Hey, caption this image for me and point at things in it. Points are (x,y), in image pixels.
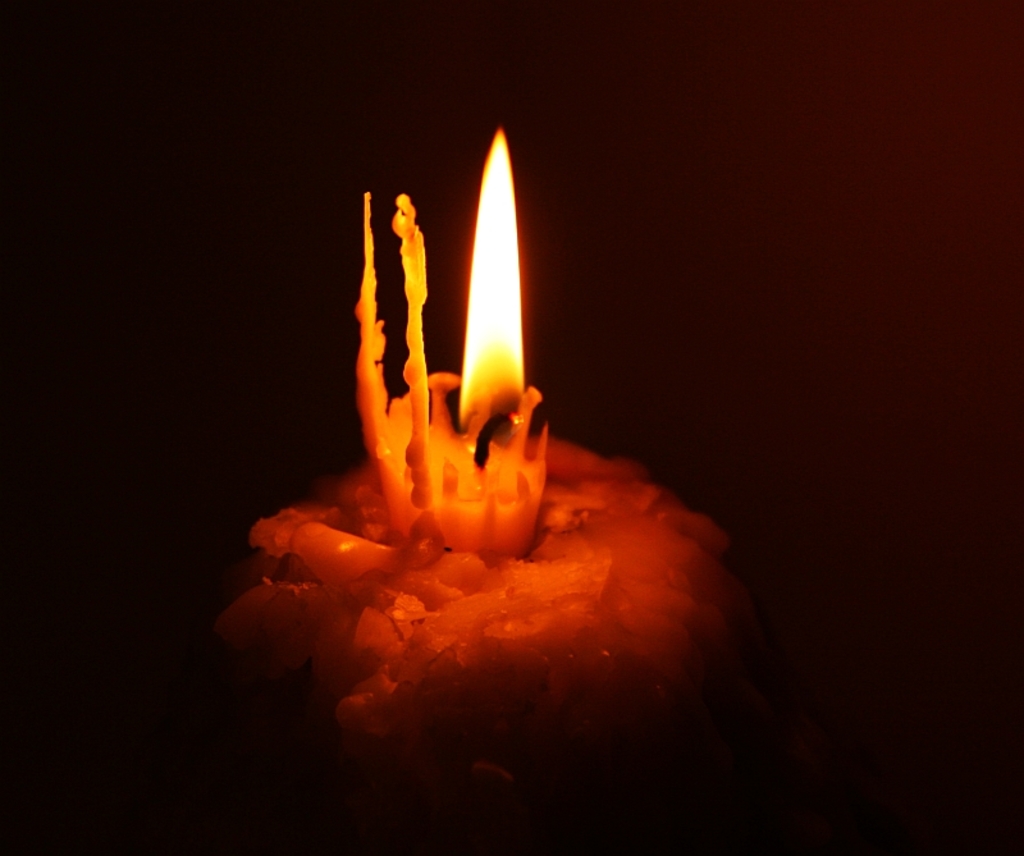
In this image we can see a lighting candle (479,454). There is melted wax (556,664) on which a candle (496,487) is placed.
